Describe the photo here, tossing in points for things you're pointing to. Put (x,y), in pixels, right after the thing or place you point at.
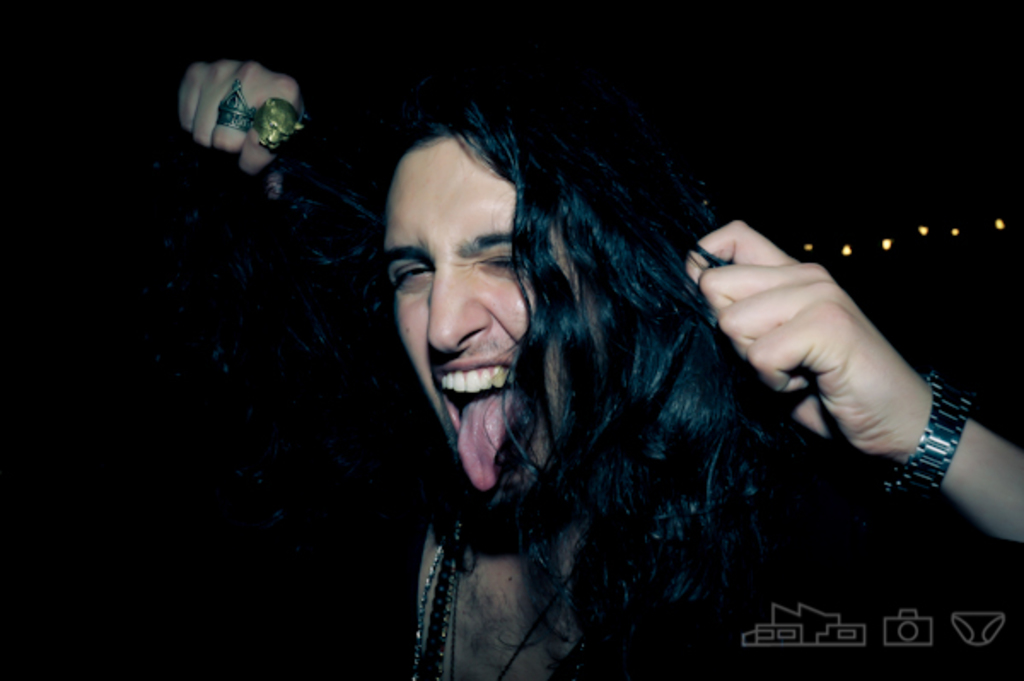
In this image there is a person (550,203) who is keeping his tongue (472,434) outside by holding the hair (683,389) with his left hand (789,381). To the right hand (274,87) there are two rings (236,113).
